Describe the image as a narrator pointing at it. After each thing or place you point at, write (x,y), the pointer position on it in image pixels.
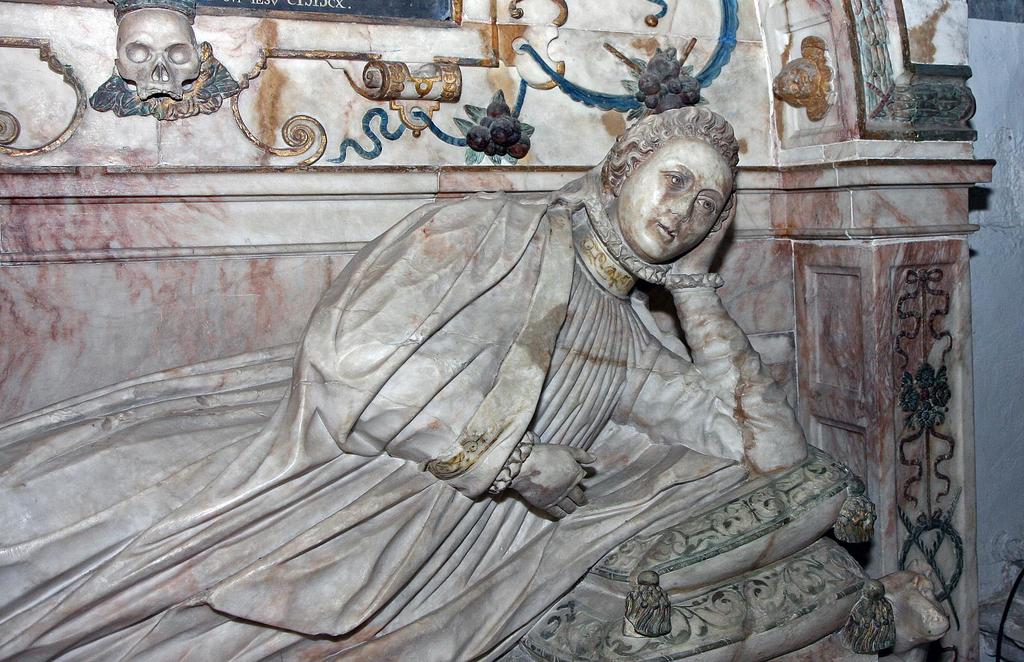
In this picture we can see the marble statue (373,537) of the woman (381,526) is lying on the cushions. Behind we can see the design (816,89) on the marble stone (838,70).
